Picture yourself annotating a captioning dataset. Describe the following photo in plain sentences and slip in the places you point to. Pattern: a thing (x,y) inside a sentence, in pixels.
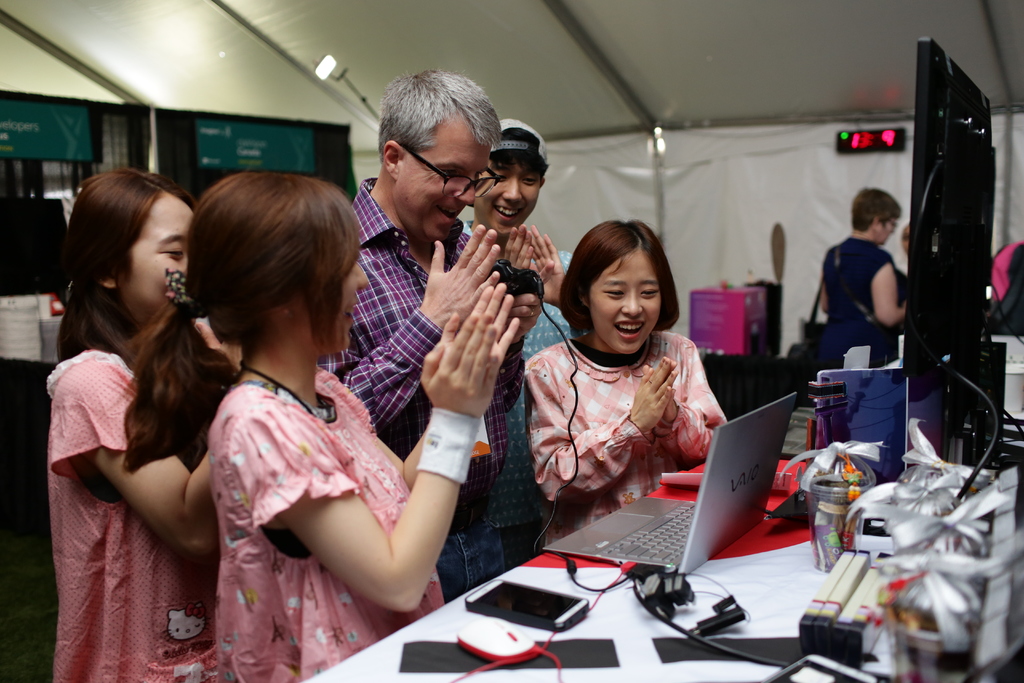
In this picture we can see some people (467,349) are standing in front of a table (648,625), there is a laptop (712,520), a mobile phone (559,601), a mouse (503,635), a monitor (923,270), a wire (620,581), ribbons (923,523) and some things (841,471) present on the table (643,639), in the background (846,335) we can see a digital display (886,141) and another person (892,293), on the left side (201,137) there are two boards (71,146).
